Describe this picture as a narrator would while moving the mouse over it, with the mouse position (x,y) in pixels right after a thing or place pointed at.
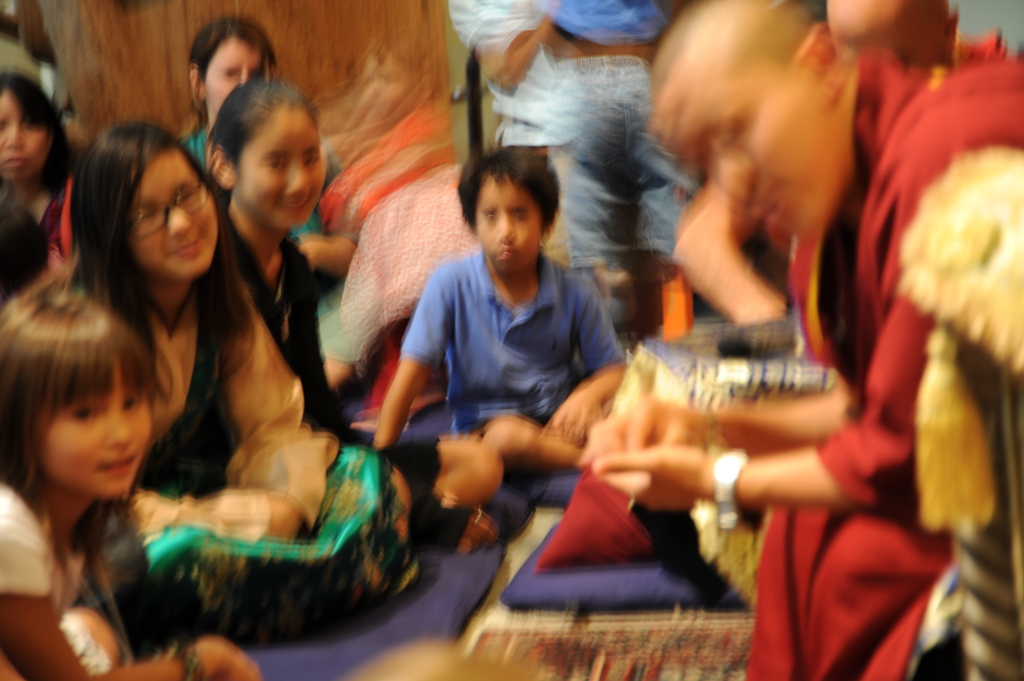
In this image we can see people (591,425) sitting and standing on the floor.
